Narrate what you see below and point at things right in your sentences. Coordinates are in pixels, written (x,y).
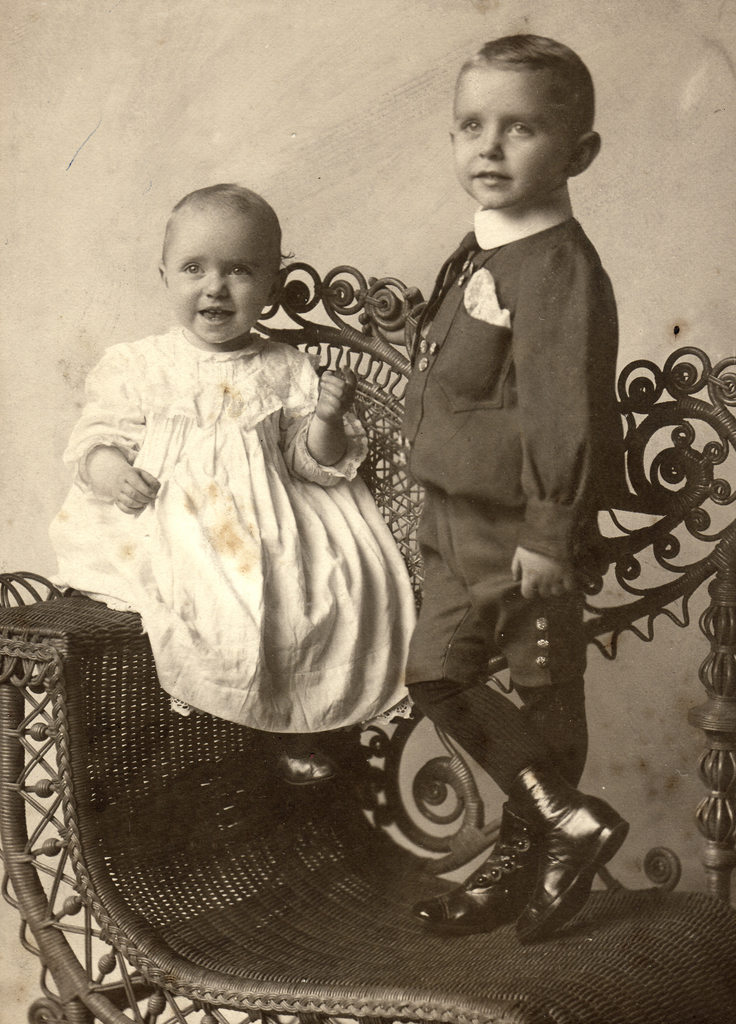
In the picture we can see an old photograph (334,829) of a boy (478,438) standing and on the chair (722,634) and the girl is sitting on the chair (721,875) and the chair (721,895) is designed and behind it we can see a wall (308,115).
